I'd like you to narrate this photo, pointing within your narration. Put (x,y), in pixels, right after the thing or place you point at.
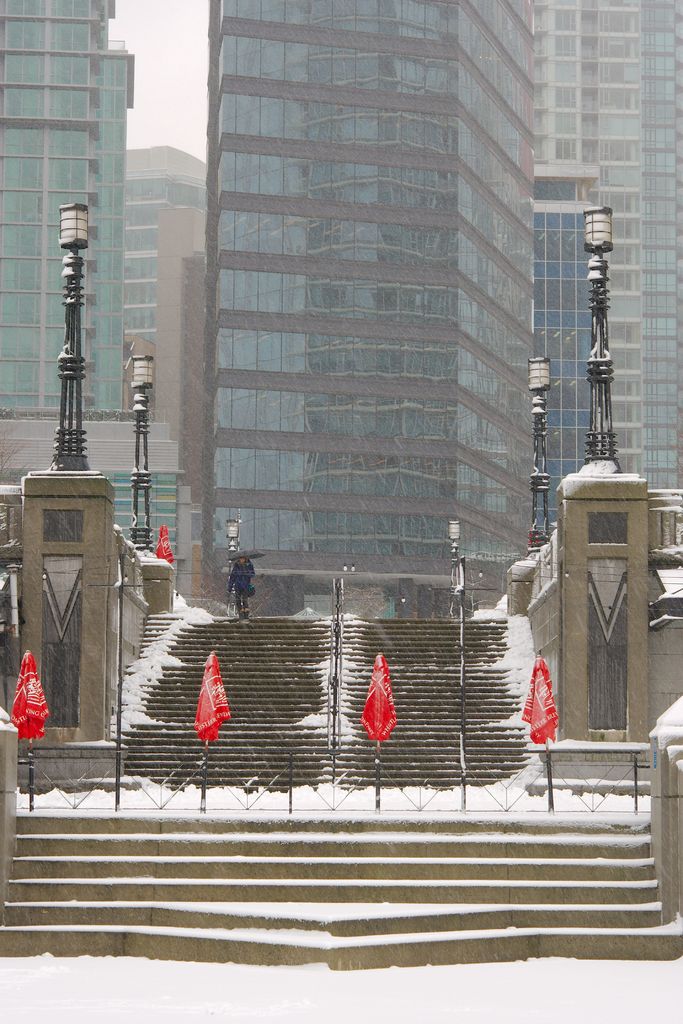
In the image in the center (371,458), we can see the sky (157,43), clouds (160,133), buildings (245,181), umbrellas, poles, wall (565,639), staircase (243,743), fence (289,782) and one person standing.
